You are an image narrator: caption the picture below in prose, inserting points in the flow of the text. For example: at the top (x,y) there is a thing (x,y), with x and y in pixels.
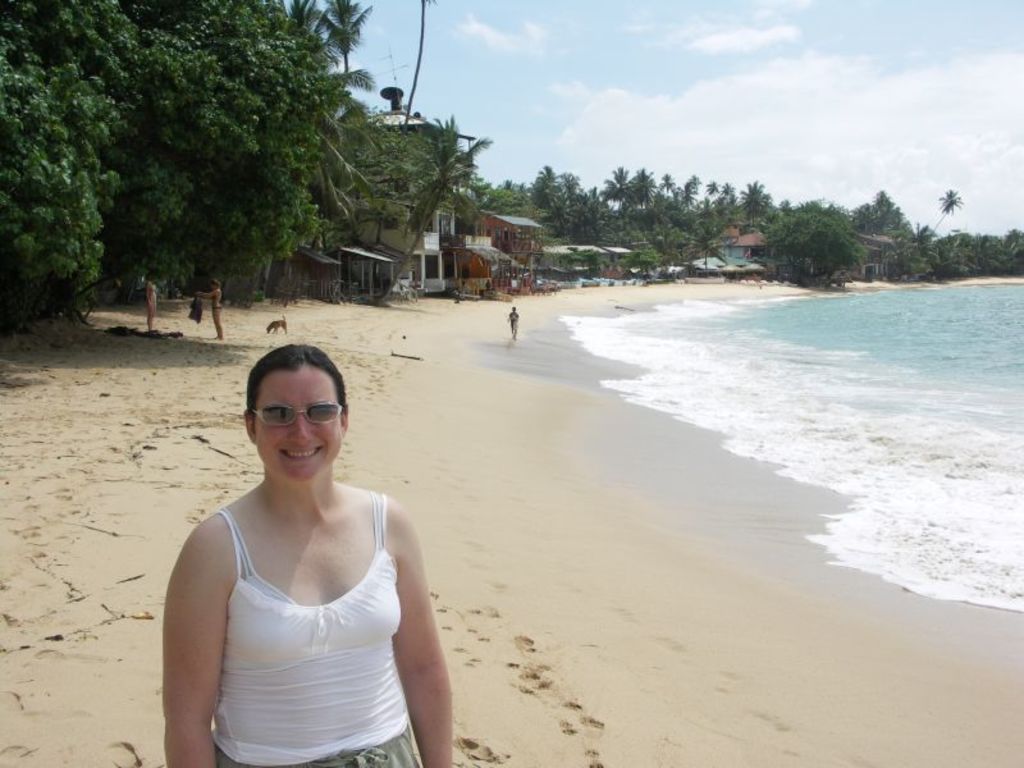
In this picture, I can see certain trees (652,193) and small huts (476,257) and four people (515,320) which includes with a dog (273,323) and i can see foot prints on the ground (499,637) and beach (983,284), water (921,416).
